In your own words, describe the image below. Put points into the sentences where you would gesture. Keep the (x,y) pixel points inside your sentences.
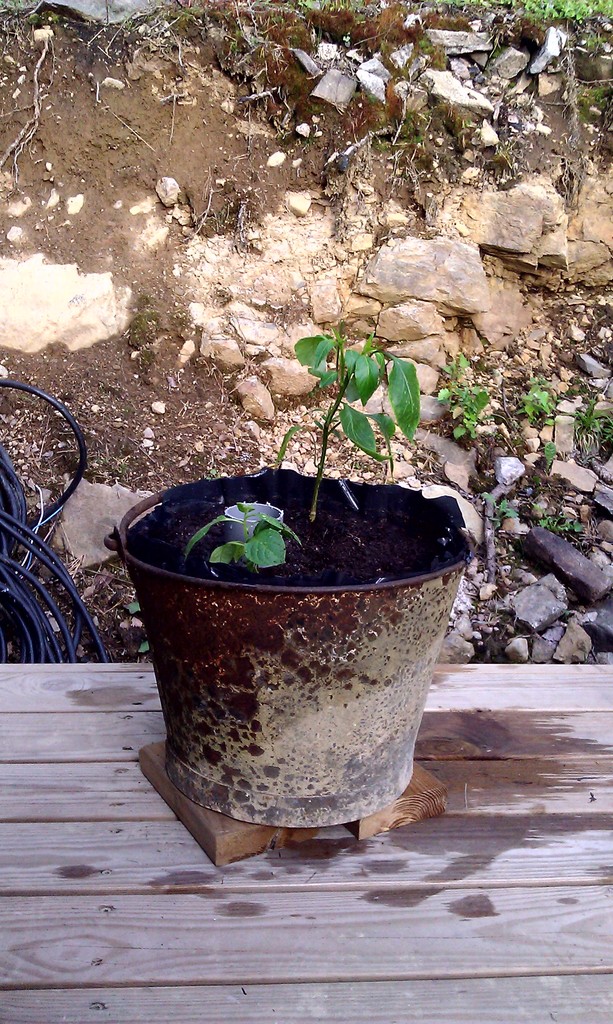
In this picture there is a plant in the foreground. At the back (97,369) there are wires (13,584) and there are stones (346,288) and there is grass (382,48). At the bottom (232,932) there is a wooden object (375,903).
